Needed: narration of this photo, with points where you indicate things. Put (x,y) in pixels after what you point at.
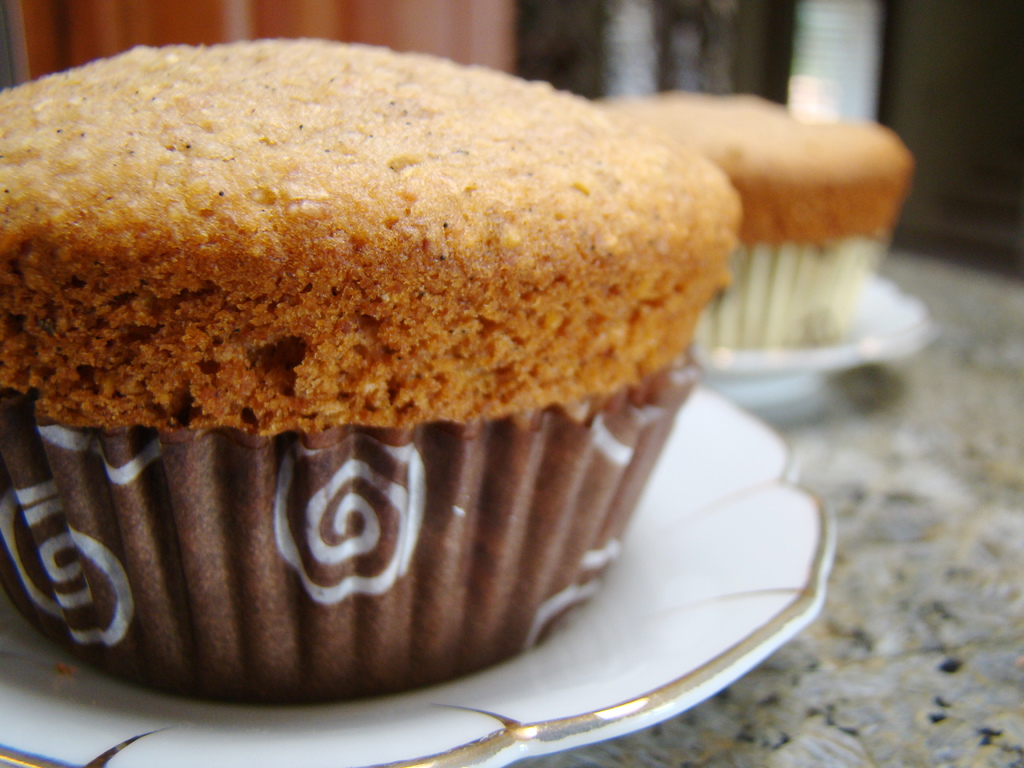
In this picture I can observe two cupcakes (599,227) placed in the white color plates (660,508). The cupcakes (437,420) are in brown color. The plates (792,398) are placed on the table (916,520). The background (254,25) is blurred.
